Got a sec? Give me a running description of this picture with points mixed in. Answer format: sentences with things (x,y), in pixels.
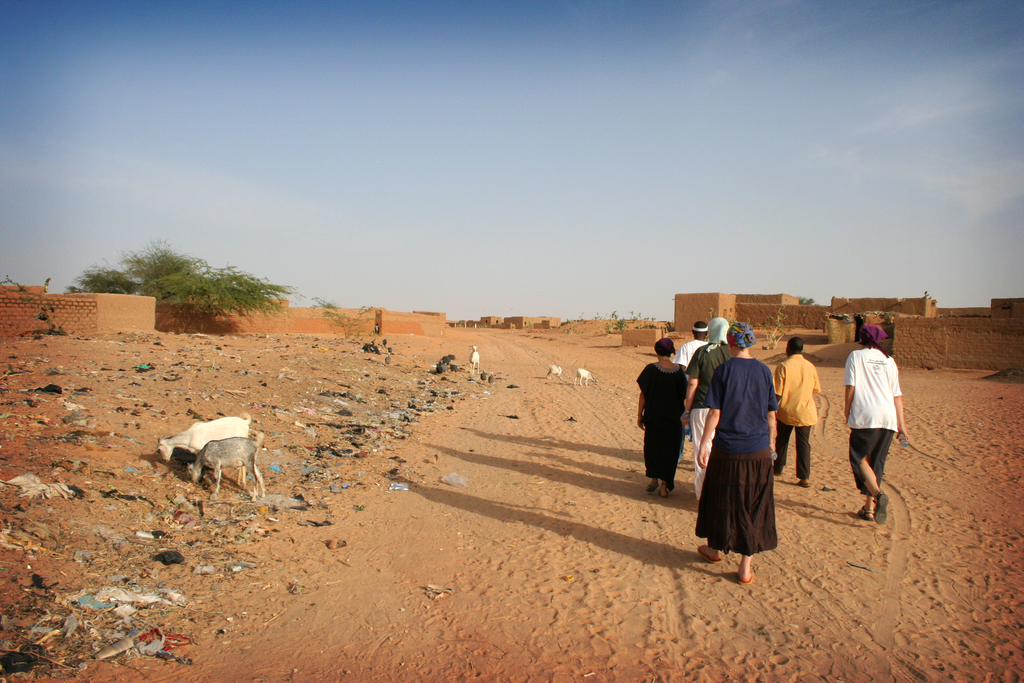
In this picture, we see six people (803,374) are walking in the sand (836,531). On the left side (216,459), we see garbage (225,501) and two goats (230,440) are grazing. In front of them, we see goats (593,379). On either side of the picture, we see walls (689,329), which are made up of red colored bricks (399,326). On the left side (208,287), we see a tree (196,284). At the top of the picture (368,120), we see the sky (531,146).
